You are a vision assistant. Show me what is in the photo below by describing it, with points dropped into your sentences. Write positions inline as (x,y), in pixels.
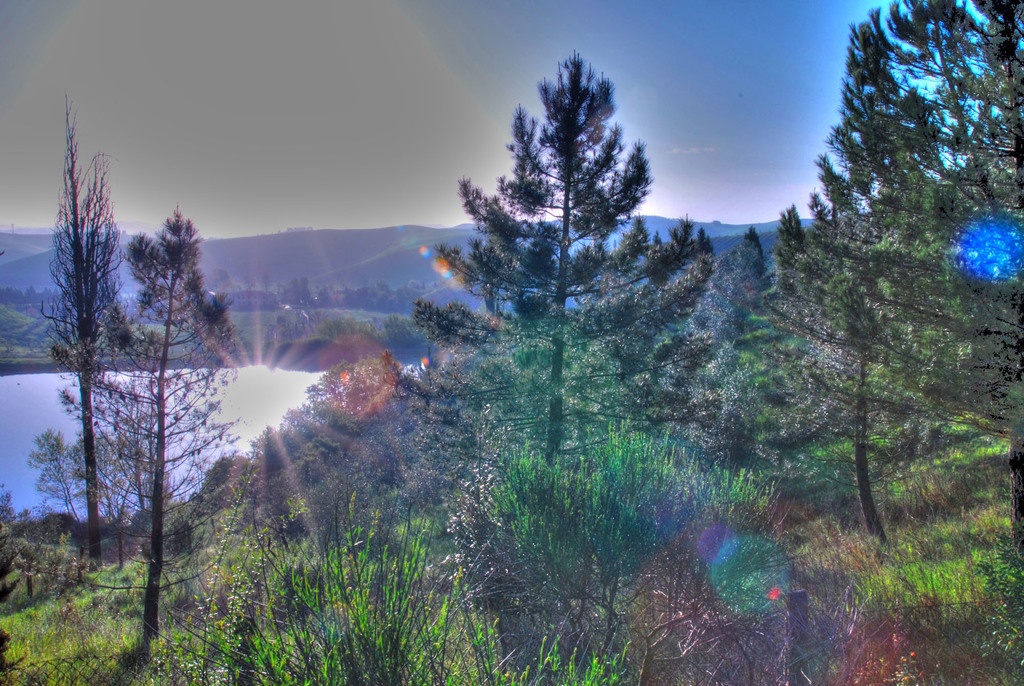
This picture is taken from outside of the city. In this image, we can see some trees (92,531), plants (211,564) and water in a lake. In the background (18,236), we can see some mountains (18,236). At the top (411,92), we can see a sky (400,78) which is cloudy.
